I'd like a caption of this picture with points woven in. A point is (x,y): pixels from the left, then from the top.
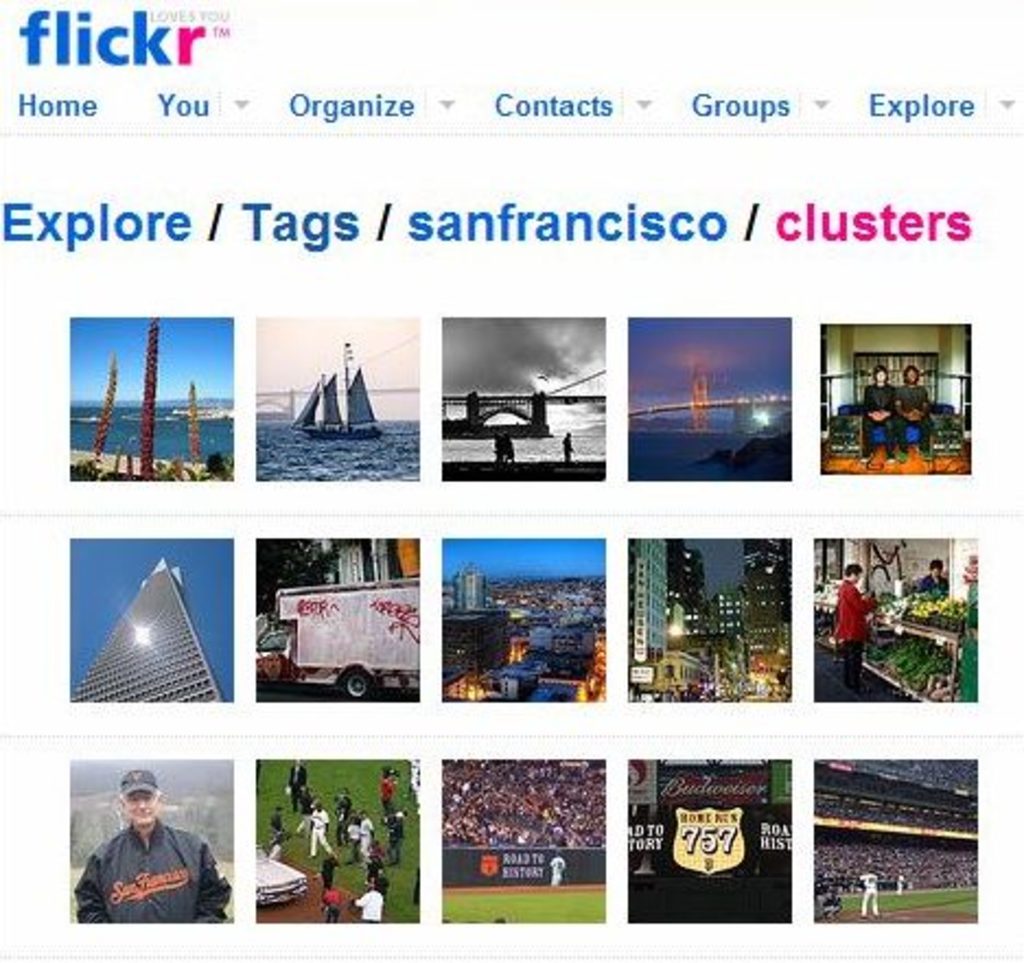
In the image I can see one website page (294,618). In the image I can see water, bridge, people (849,634), building (549,588), and playground (308,863). At the top of the image (466,224) I can see some written text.
